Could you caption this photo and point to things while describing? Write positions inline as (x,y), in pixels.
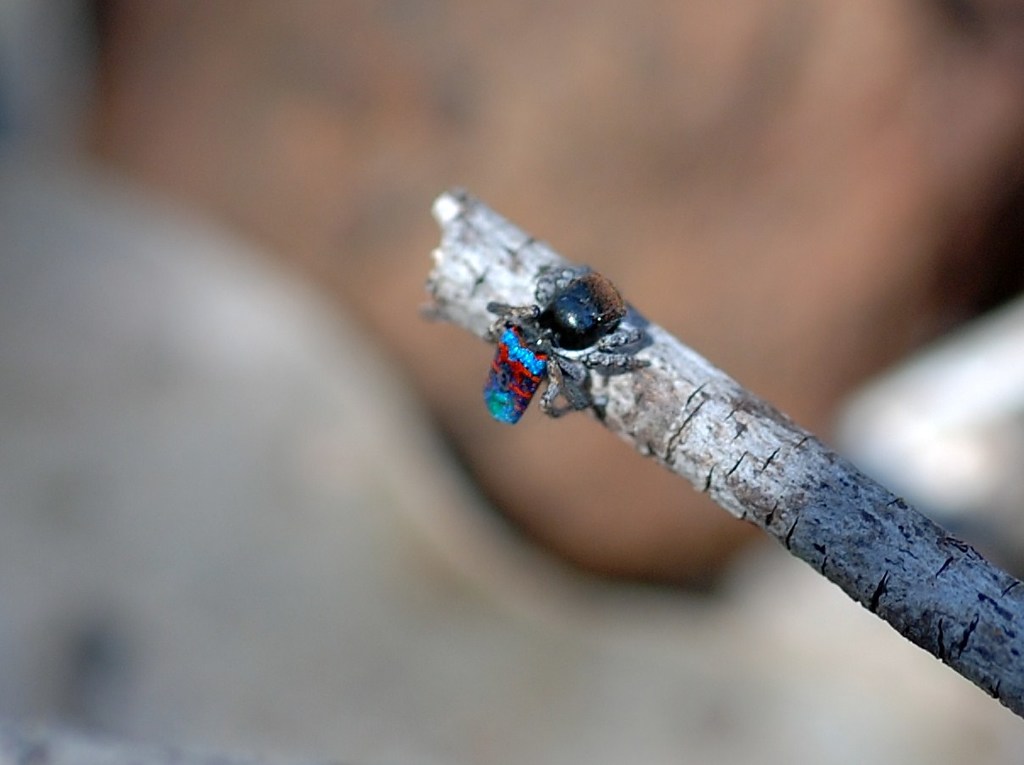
In this image, we can see a stick (849,504) on blur background.
